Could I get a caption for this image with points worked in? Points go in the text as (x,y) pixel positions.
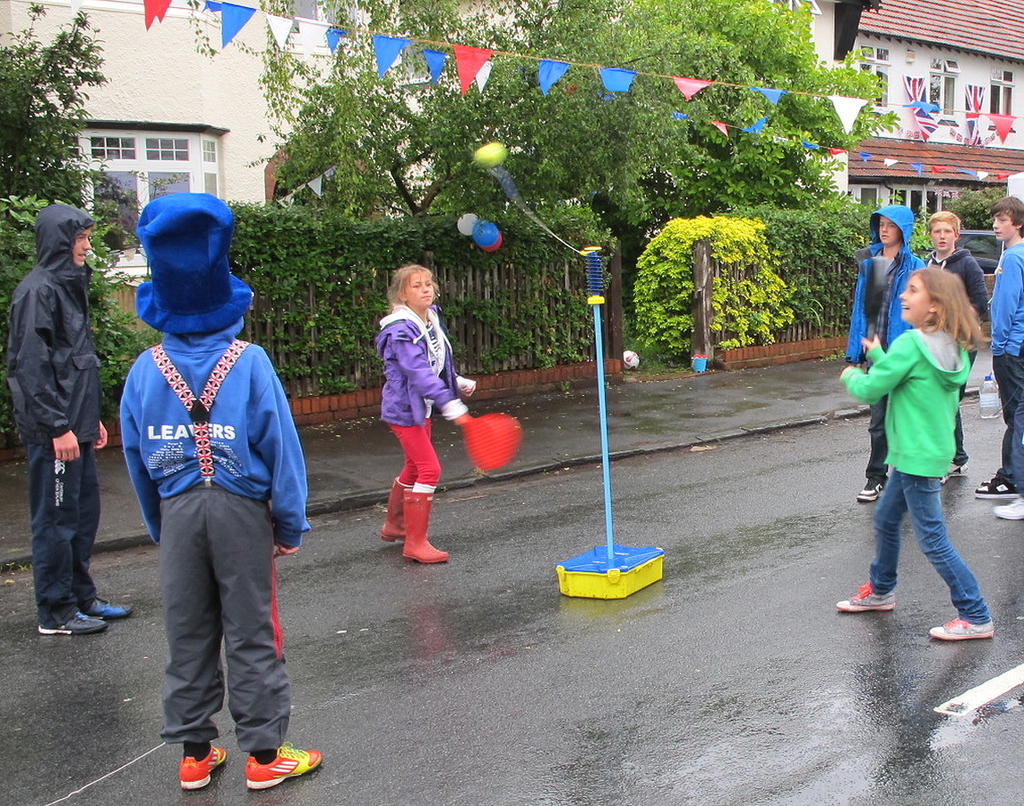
In this image I can see number of children (266,496) wearing jackets (245,377) are standing on the road (683,559) and I can see a blue and yellow colored object (597,314) in between them. I can see two of them are holding bats (520,432) in their hands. In the background (705,310) I can see the railing (705,310), few trees (36,68) which are green in color, few other persons (891,246) standing, few buildings (949,116) and few flags (965,141).
